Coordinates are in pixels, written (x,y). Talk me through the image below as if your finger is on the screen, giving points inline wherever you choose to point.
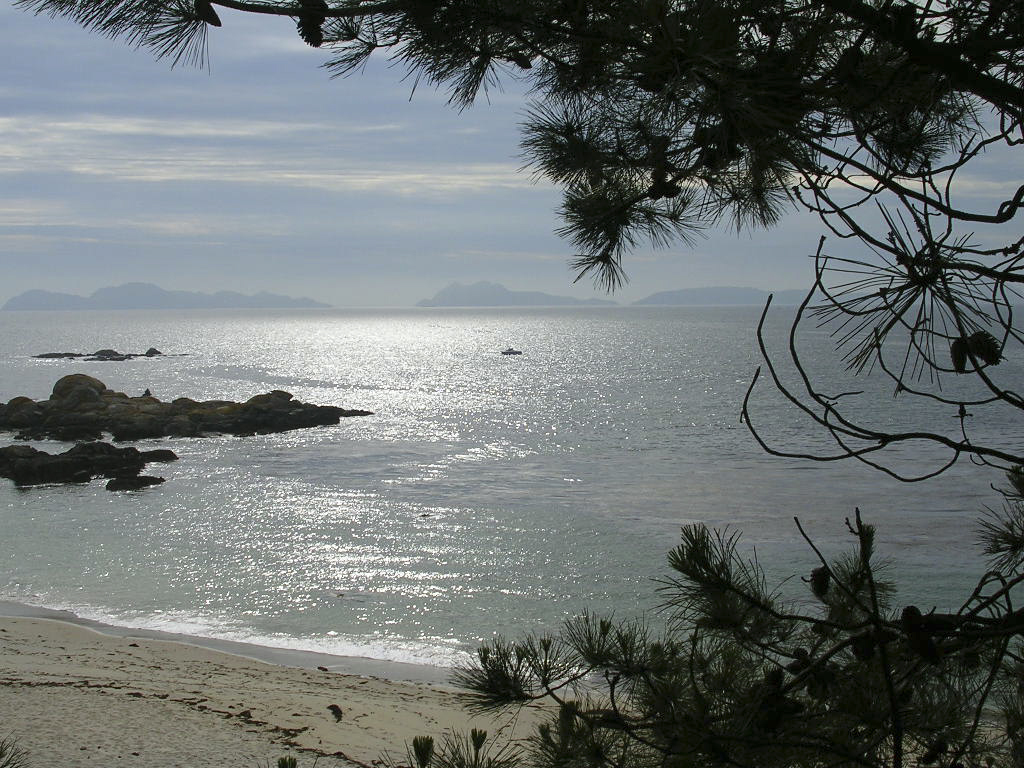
In this image I can see in the middle (393,377) it looks like the sea (454,462), on the right side (851,113) there are trees (867,754), at the top (411,223) it is the sky (429,272).
